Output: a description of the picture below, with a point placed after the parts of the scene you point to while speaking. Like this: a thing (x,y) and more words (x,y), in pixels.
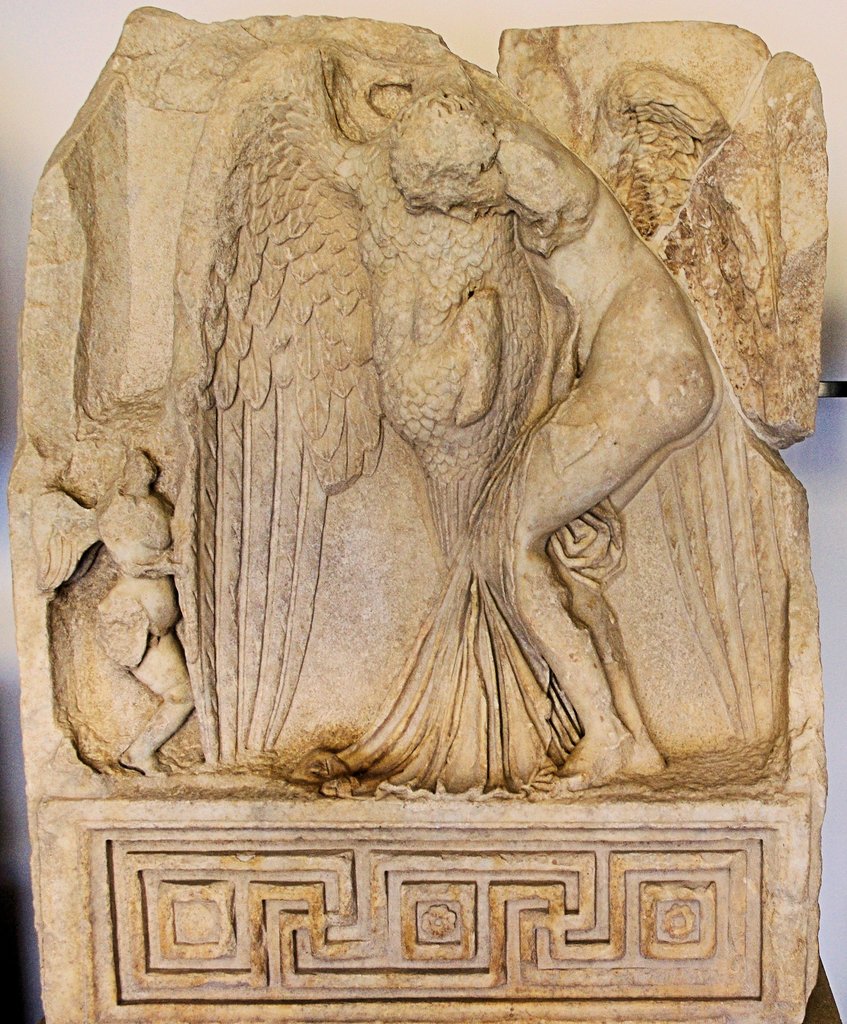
In this image we can see the statue (75,316) and there is a white color background (48,53).
